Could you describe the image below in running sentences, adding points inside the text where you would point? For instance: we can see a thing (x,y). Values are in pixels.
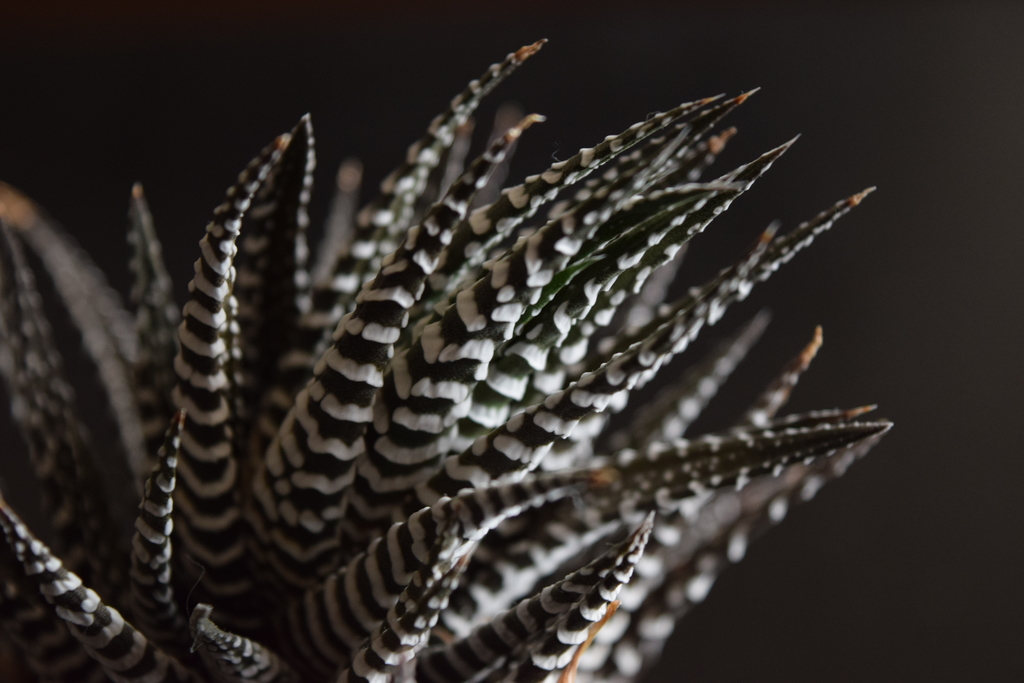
In this image there is a plant (403,416) which is black and white in colour.
